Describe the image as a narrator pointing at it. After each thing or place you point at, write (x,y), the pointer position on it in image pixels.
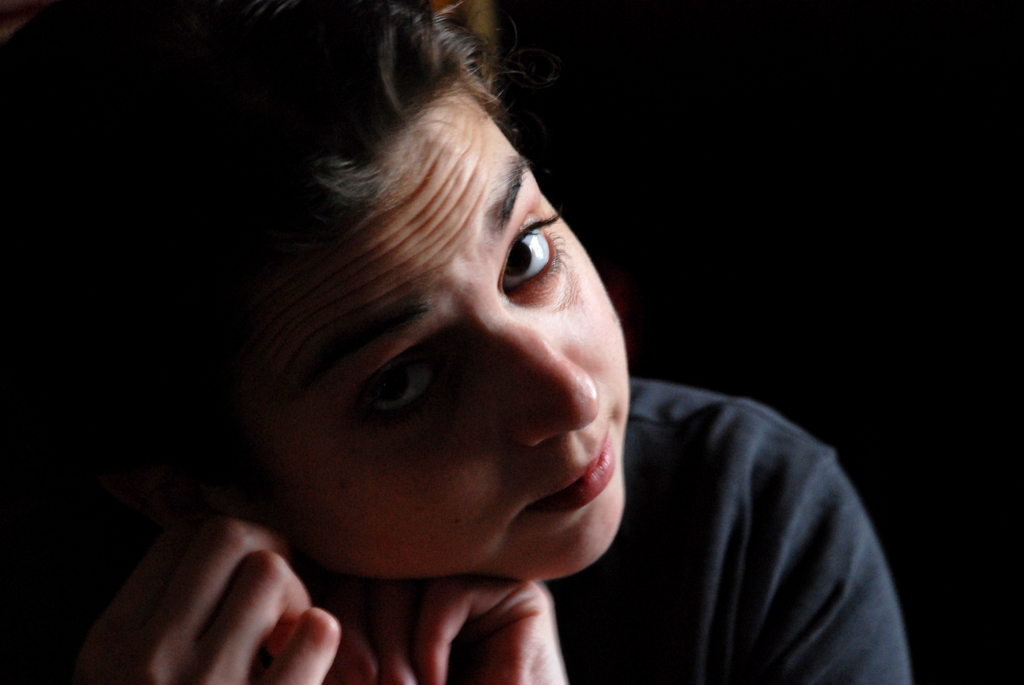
In this image there is a person (453,443) in the front (478,433).
